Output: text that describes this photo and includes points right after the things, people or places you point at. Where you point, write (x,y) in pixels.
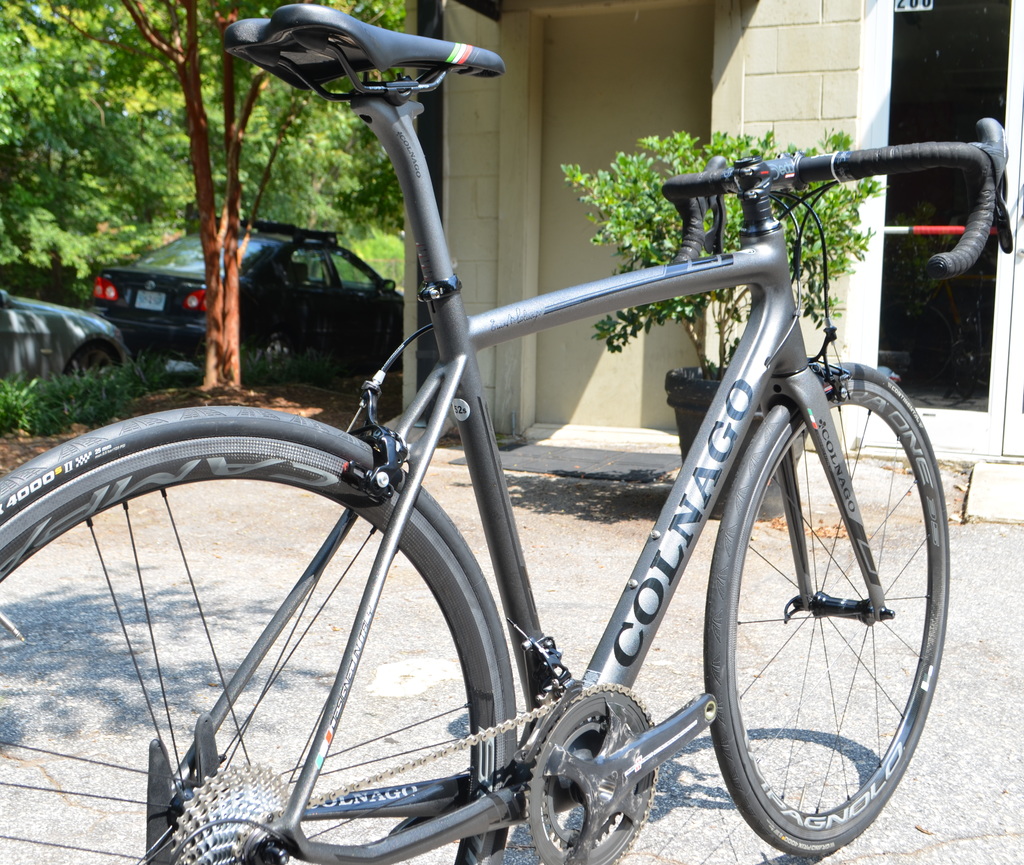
In this image we can see a bicycle (252,434) which is placed on the ground (327,687). We can also see a building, a plant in a pot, some cars (62,370) parked aside, plants (73,378) and a group of trees (31,160).
